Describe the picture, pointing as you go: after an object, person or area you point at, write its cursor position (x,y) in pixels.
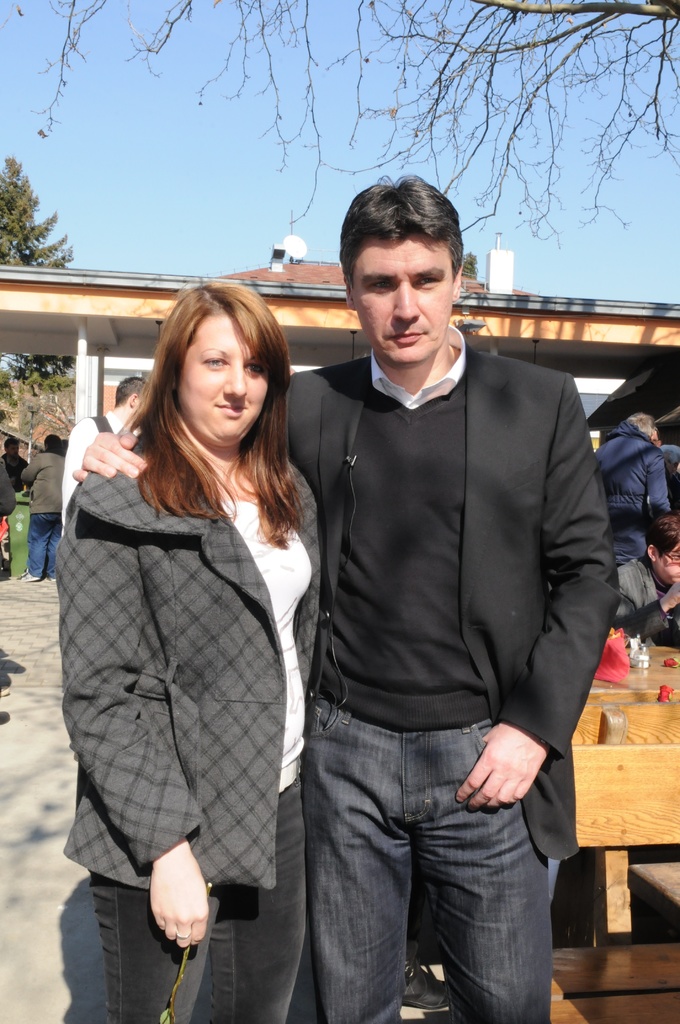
In this image there are two persons (316,576) standing, beside them there are few wooden benches (628,892), in front of the benches (639,746) there are a few people (616,466) standing. In the background (290,284) there is a building (272,253), trees (34,231) and a sky (346,182).
